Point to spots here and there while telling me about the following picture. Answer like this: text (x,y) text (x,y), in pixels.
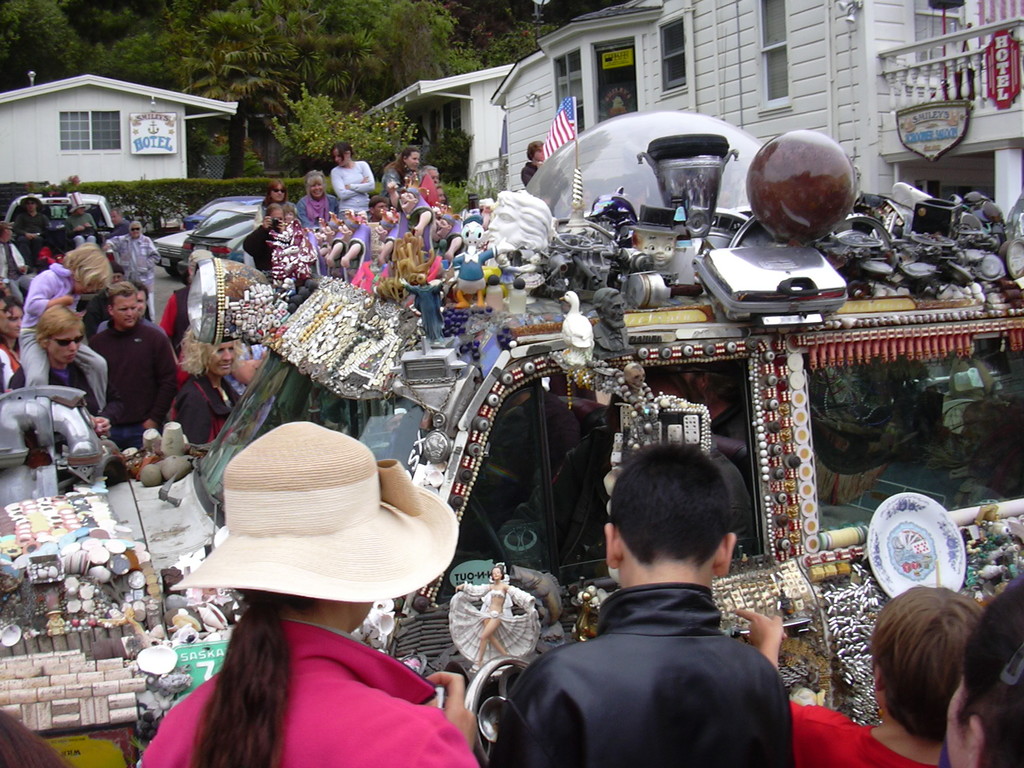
In this image we can see a car (670,386) on the ground (158,275) which is decorated with some devices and objects (820,685). We can also see a group of people (430,520) around it, some cars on the road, plants (153,210), some buildings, the flag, the sign boards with some text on them and a group of trees (333,133).
